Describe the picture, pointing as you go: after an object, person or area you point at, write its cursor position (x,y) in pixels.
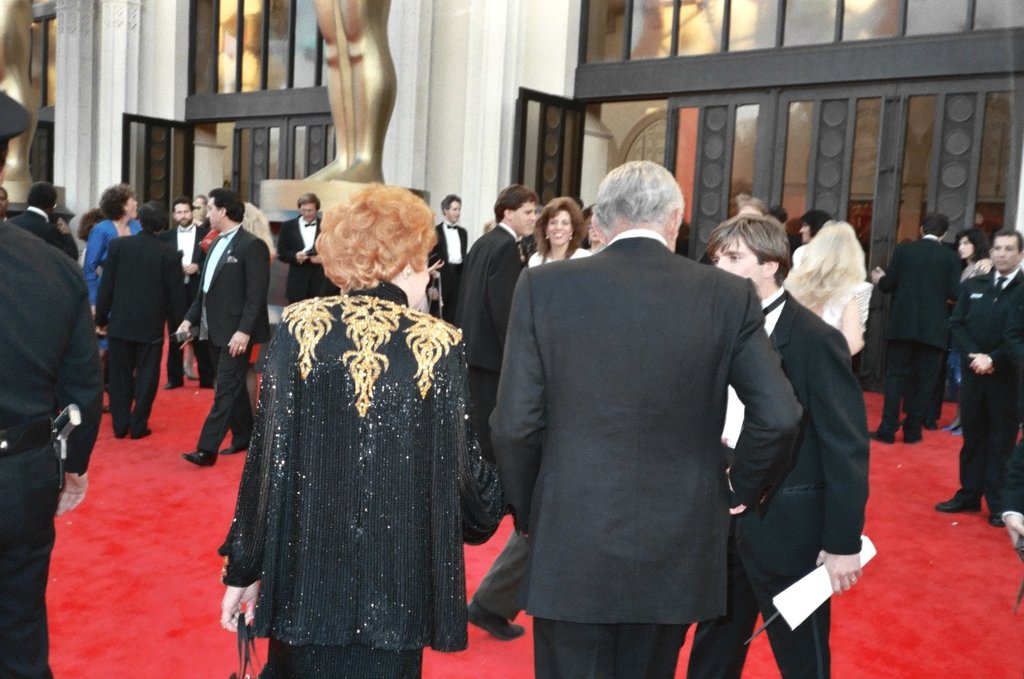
This image consists of many people (832,265), most of them are wearing black color dresses (363,402). At the bottom (100,609), there is a red carpet (147,571). In the background (910,126), there are door (881,103) along with the walls (447,178).
